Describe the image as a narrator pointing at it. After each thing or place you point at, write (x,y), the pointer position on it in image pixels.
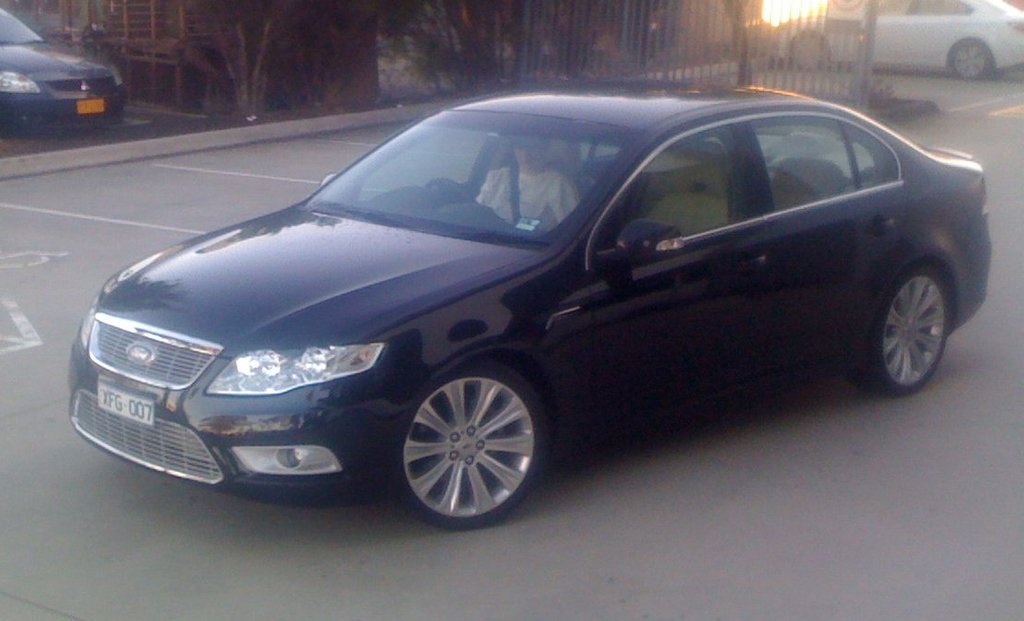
In this picture there is a man (539,152) who is sitting inside the car (534,230). In the top left (56,78) there is a black color car (56,72) which is parked on the pavement (174,134). In the top right (925,36) I can see a white color car (939,41) on the road (974,136). At the top (397,50) I can see the building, trees (462,48), grass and fencing (654,28). In the background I can see the sun's light beam (784,28).
